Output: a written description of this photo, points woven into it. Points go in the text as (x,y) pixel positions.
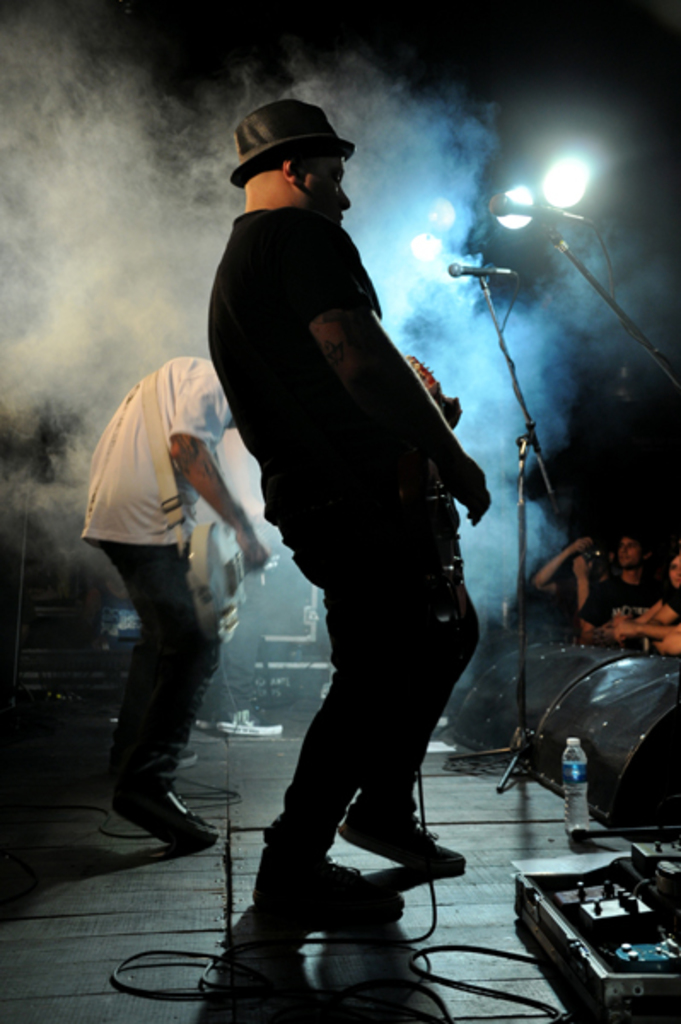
In this image we can see person (180,699) standing on the dais (244,843) and holding musical instruments (411,461) in their hands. In addition to this we can see mics (498,271), mic stands (501,336), electric lights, disposal bottle (582,784), cables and persons (633,612) standing on the floor (280,954).
